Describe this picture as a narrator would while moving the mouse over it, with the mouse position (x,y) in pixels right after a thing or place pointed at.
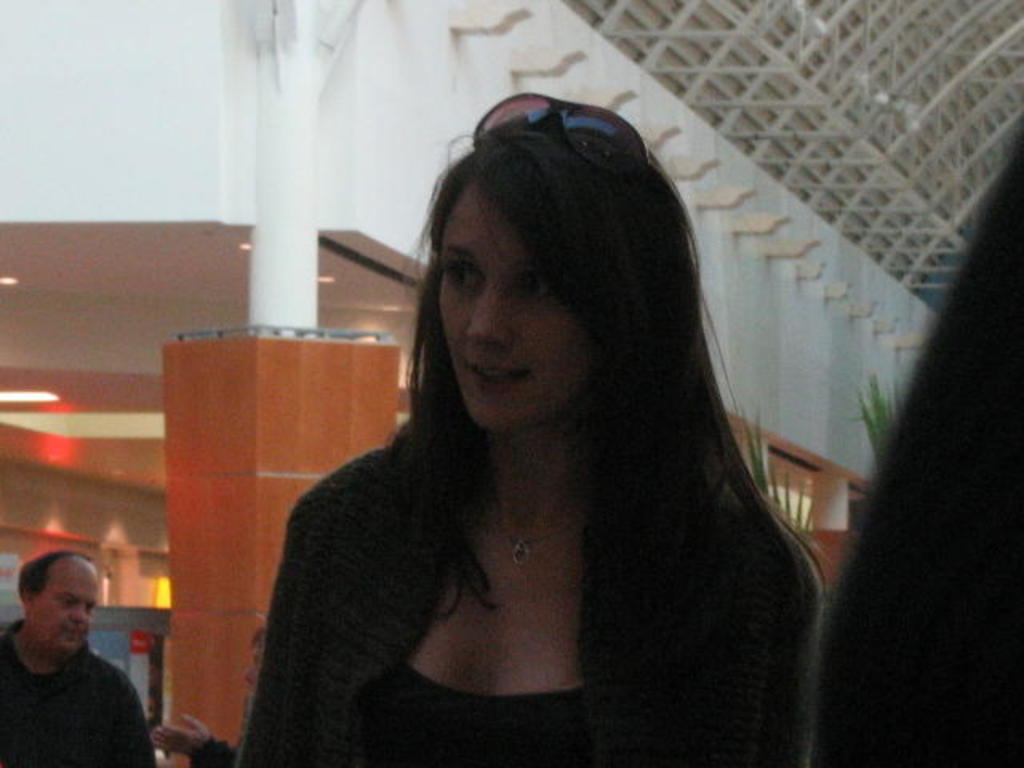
In this image, we can see a woman (507,554). Background (243,454) we can see pillars (331,448), ceiling (132,251), lights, walls (379,120) and rods (874,165). On the left side (33,721) bottom, we can see people (81,719) and few objects (146,698).
